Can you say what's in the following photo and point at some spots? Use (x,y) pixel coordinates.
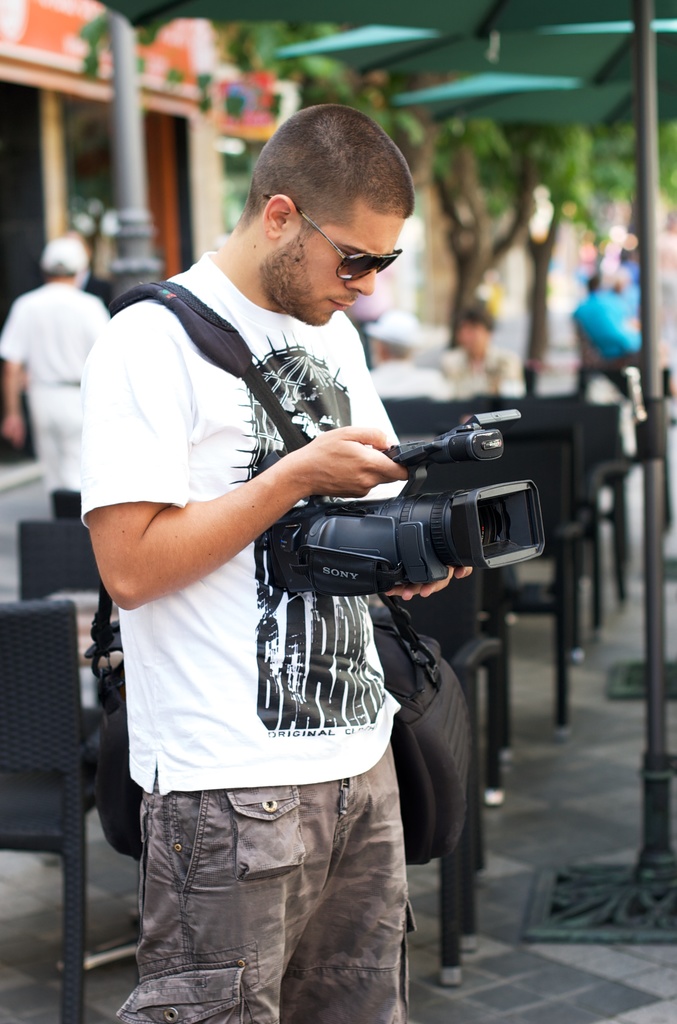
There is a man (128,1013) standing in the center (346,445). He is holding a camera (534,489) in his hand (437,594) and he is recording something. In the background (67,322) we can see a man (66,291) walking and trees (511,129).
